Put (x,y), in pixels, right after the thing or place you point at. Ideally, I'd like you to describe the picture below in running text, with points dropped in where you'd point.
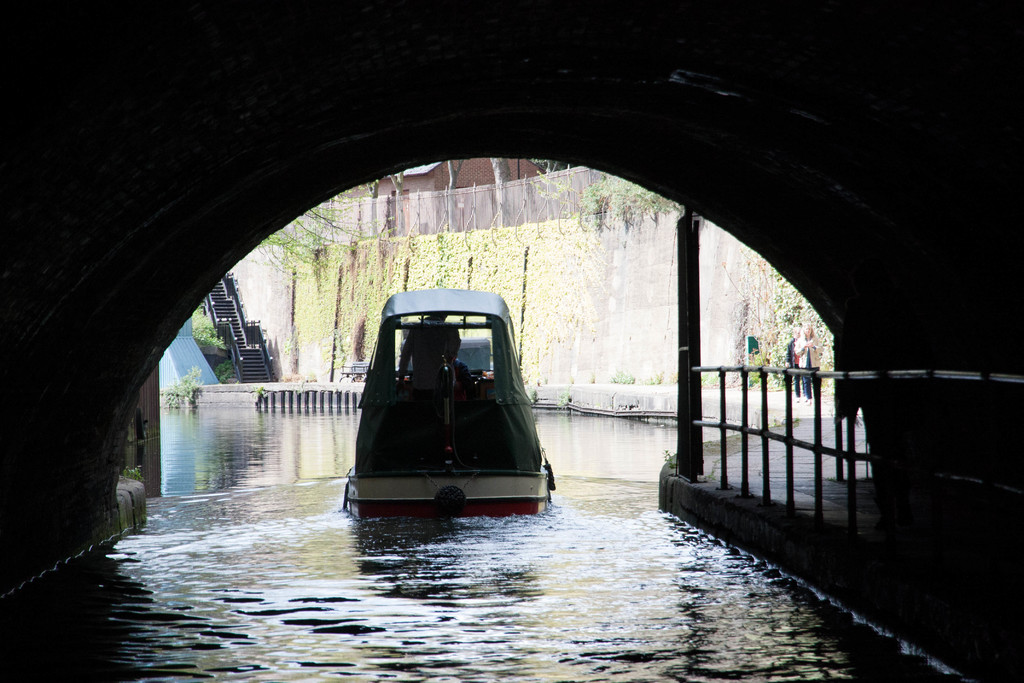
This picture contains an arch (621,98). The man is either sailing a boat (466,465) in the water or riding a vehicle (426,464). On the right side (776,400), we see the footpath (778,450) and railing (788,458). We see two people (798,349) are walking on the footpath (798,407). In the background (485,279), we see a wall (545,268), trees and a staircase (248,356).
